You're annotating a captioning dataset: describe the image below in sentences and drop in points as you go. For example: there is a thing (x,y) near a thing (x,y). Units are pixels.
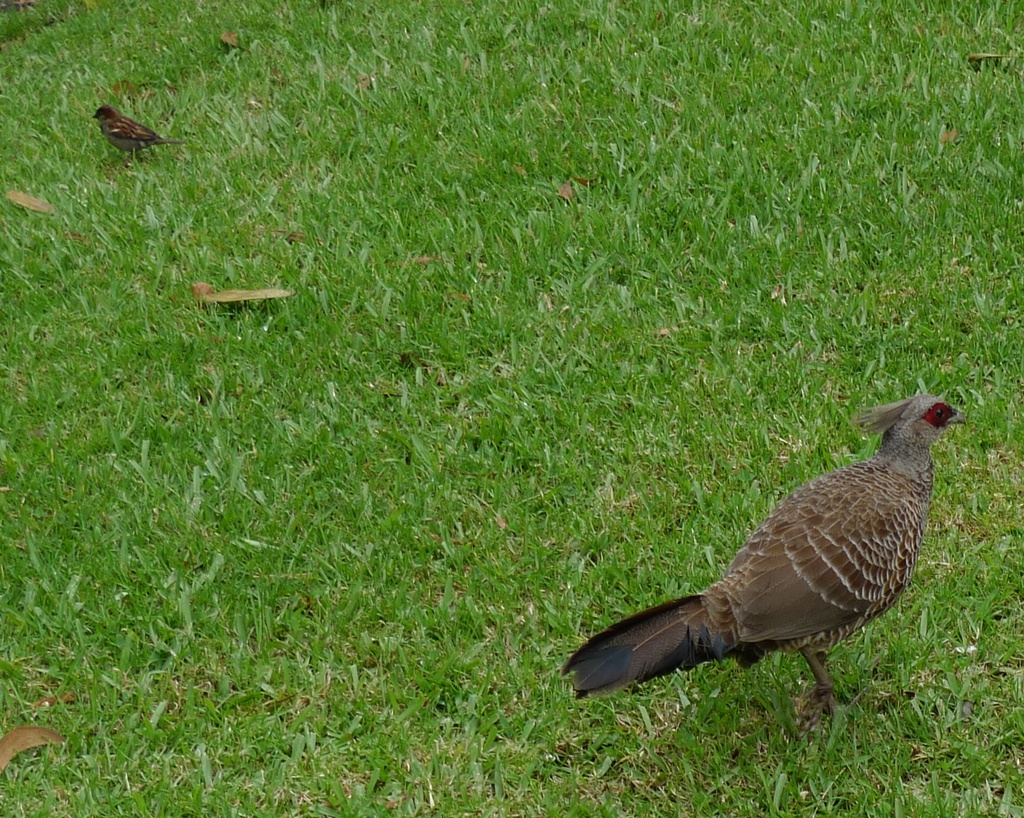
In this image we can see the birds (621,669) on the ground (299,456) and also we can see the grass (266,309).
